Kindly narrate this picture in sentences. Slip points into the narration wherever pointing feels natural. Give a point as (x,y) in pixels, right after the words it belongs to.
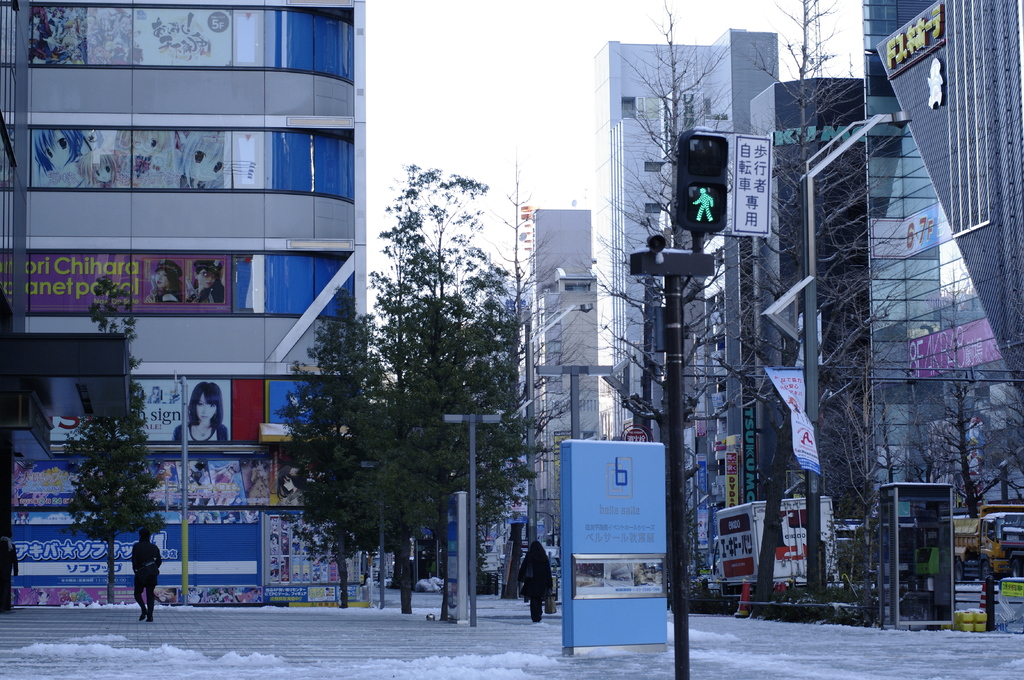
In the foreground of this image (677,411), there is a pole (680,635) and a board (584,580). In the middle (392,446), there are trees (374,407), poles (815,416), buildings (736,400), boards (939,226), banners (804,432), people (533,585) walking on the pavement (424,624), vehicles (985,540) moving on the road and the sky (552,65) at the top (540,47).
